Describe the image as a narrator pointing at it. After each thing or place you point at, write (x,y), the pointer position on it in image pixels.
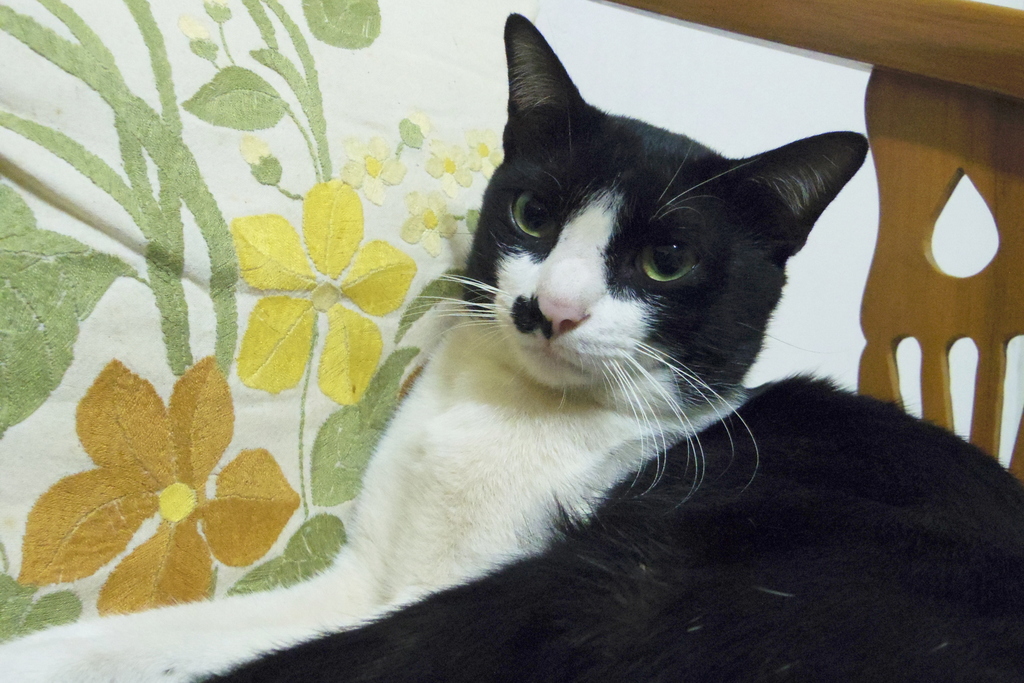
This is the picture of a cat (596,456) which is on the blanket (366,306) and to the side there is a wooden thing (937,189).
